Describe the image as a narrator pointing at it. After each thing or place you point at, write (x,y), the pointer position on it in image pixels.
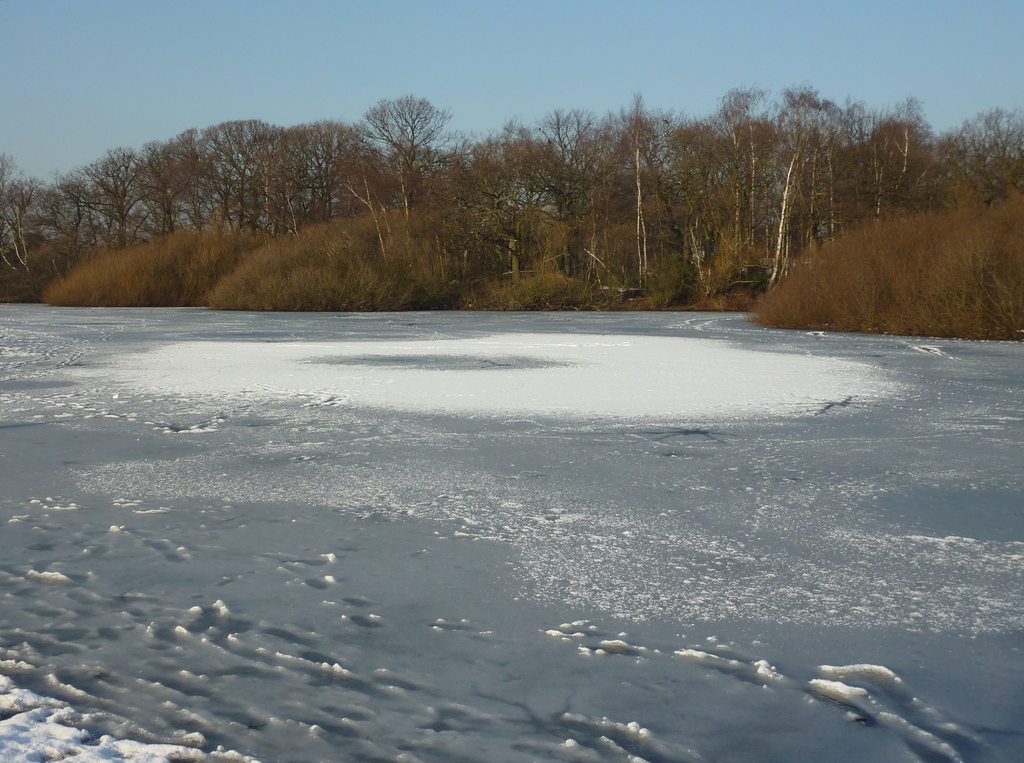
In this image we can see sky (328,105), trees (591,225) and a frozen pond (403,434).
